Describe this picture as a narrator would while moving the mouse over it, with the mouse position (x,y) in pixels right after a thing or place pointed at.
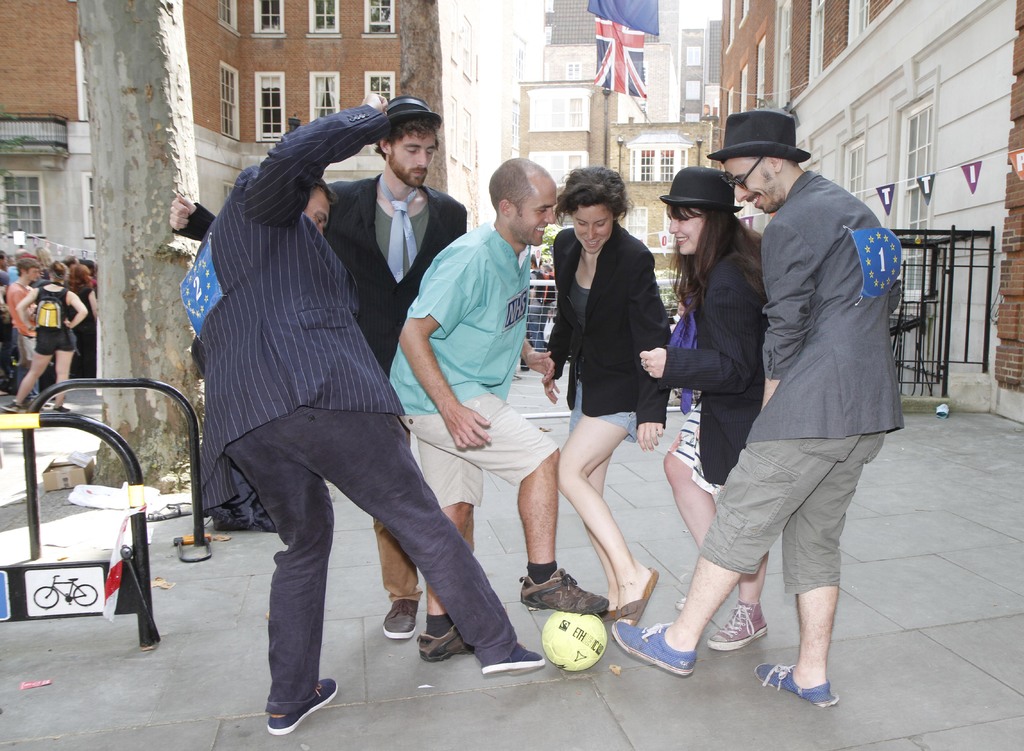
There are a group of people (433,369) standing and smiling. This looks like a football (591,663). I think these are the poles (199,487). I can see the tree trunk (154,341). These are the buildings (362,70) with the windows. This is the flag (621,39) hanging. At the left side of the image (39,256), I can see a group of people (66,300) standing.
